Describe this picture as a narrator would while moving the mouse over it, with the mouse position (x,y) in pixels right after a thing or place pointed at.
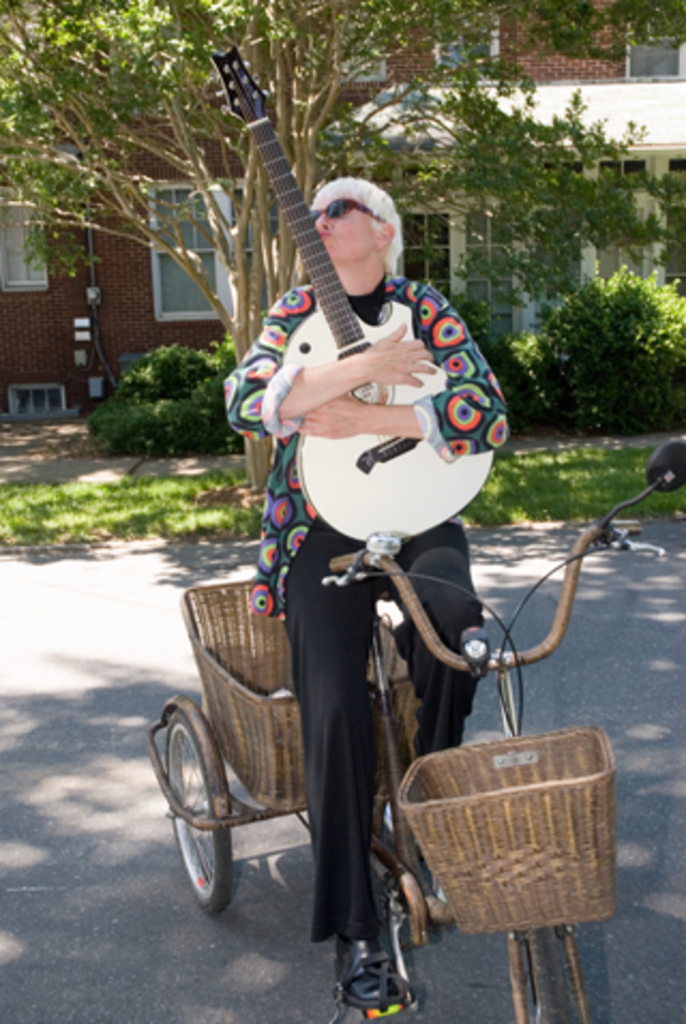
It is an open area (83,784), it is a road (108,709) there is a cycle (508,636) on the road (98,702), there are two baskets (527,777) in front and back of the cycle (475,664) there is a woman (253,364) sitting on the cycle (519,969) she is holding the guitar (474,459) and kissing the guitar (367,472), in the background (159,494) there is a grass (124,503), plants (157,396), trees (253,177) and a house (41,350).
